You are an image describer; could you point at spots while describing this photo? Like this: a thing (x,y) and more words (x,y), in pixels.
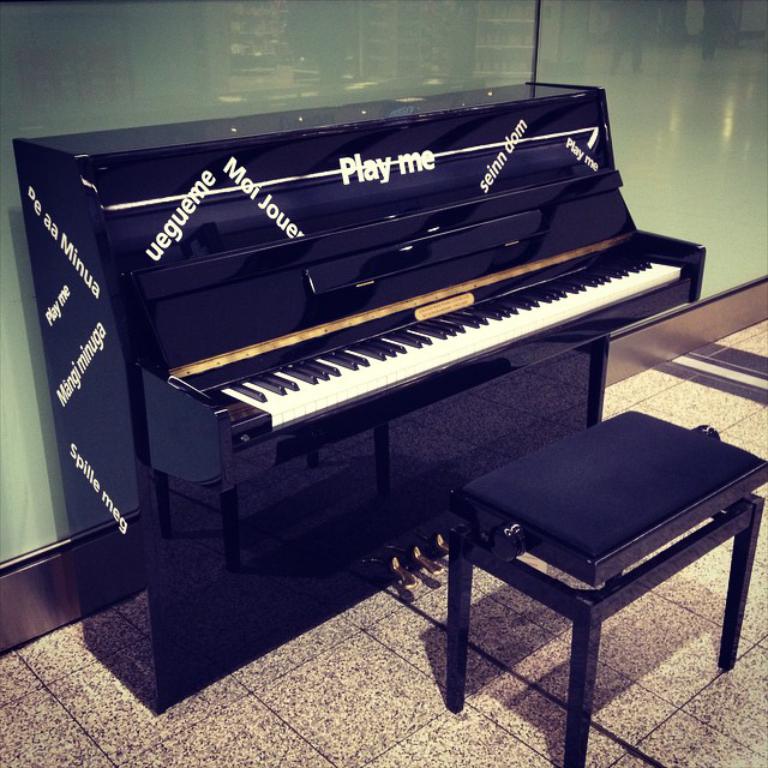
In this picture there is a piano (476,453), there is a chair (537,461) in front of it. In the background (388,38) there is a glass (471,42).
